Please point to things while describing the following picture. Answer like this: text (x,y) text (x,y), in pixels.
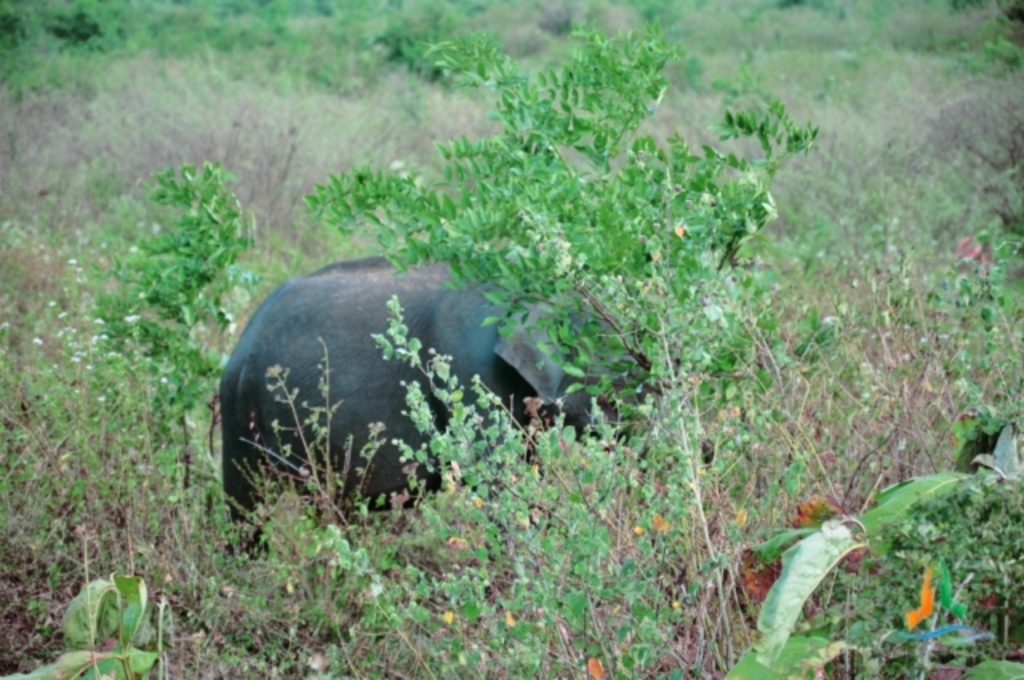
In the image there are plants (629,199) and in between the plants (460,468) there is an elephant (350,327).
